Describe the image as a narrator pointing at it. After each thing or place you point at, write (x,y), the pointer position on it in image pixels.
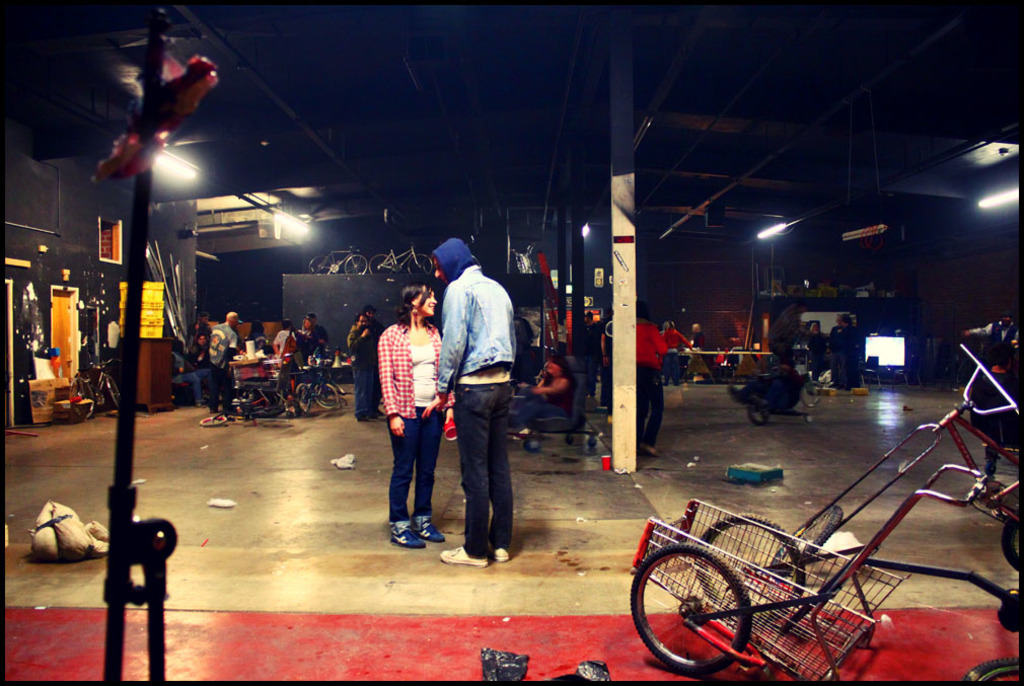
In the image there is some vehicle (771,568) in the foreground (838,551) and behind the vehicle (819,562) there are many people (484,536), cycles (296,374) and other objects (153,383).
